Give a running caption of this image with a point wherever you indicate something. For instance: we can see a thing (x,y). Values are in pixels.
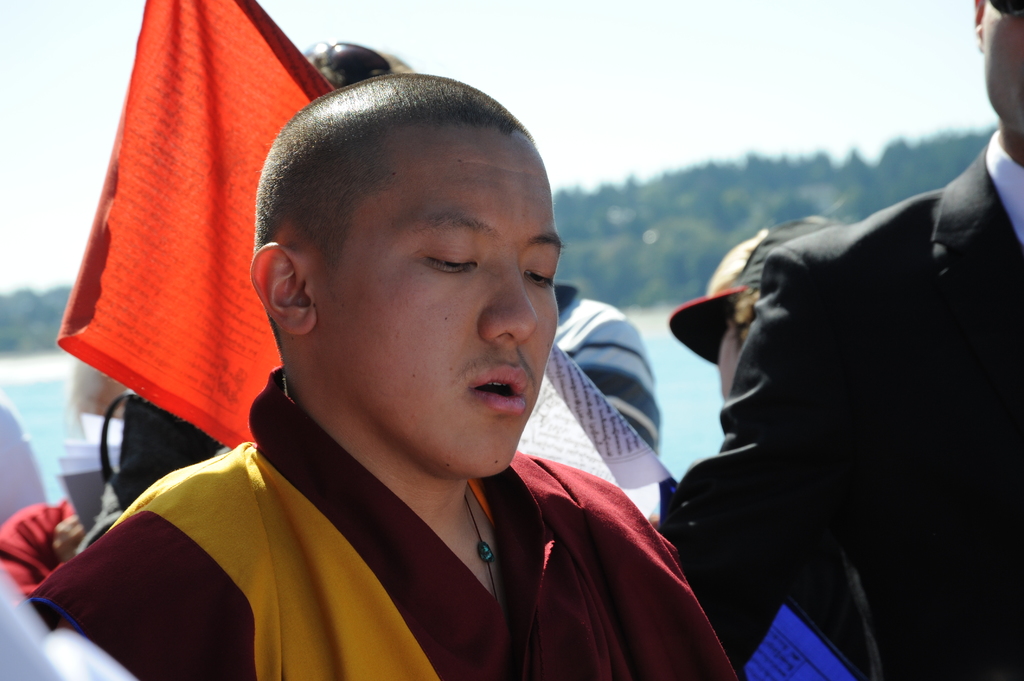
In the image we can see there are people (481,513) standing and behind there is a red colour flag (183,254).
